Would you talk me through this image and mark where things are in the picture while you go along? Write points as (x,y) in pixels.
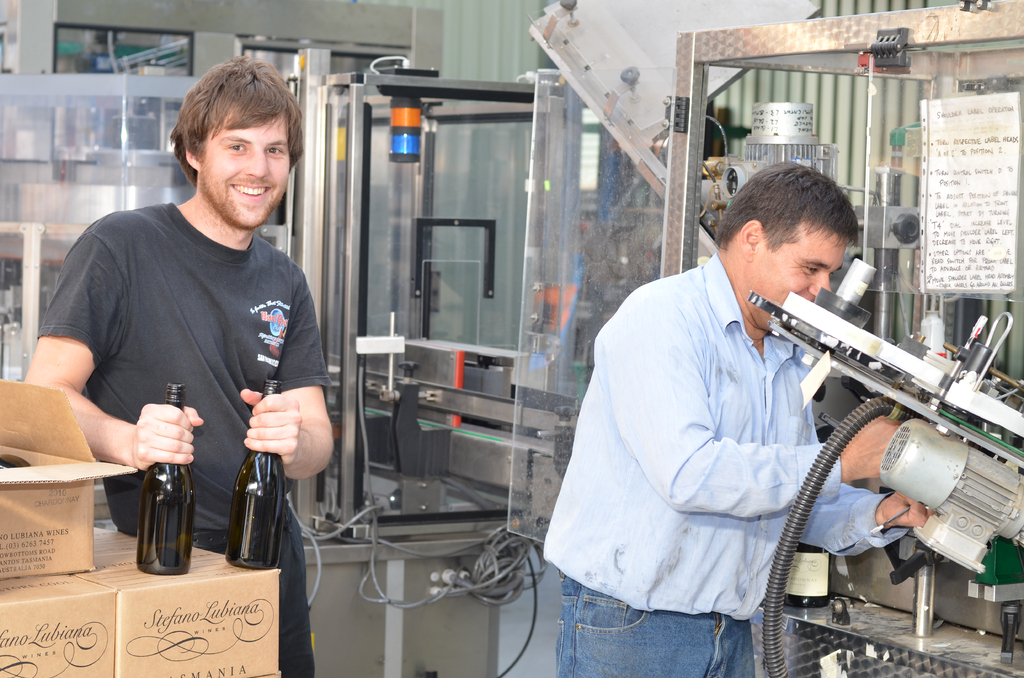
In this picture a guy (177,262) is holding two glass bottles (184,485) in his hand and the other one is operating the machine (911,406). In the background (953,324) we find many machines (566,184).
